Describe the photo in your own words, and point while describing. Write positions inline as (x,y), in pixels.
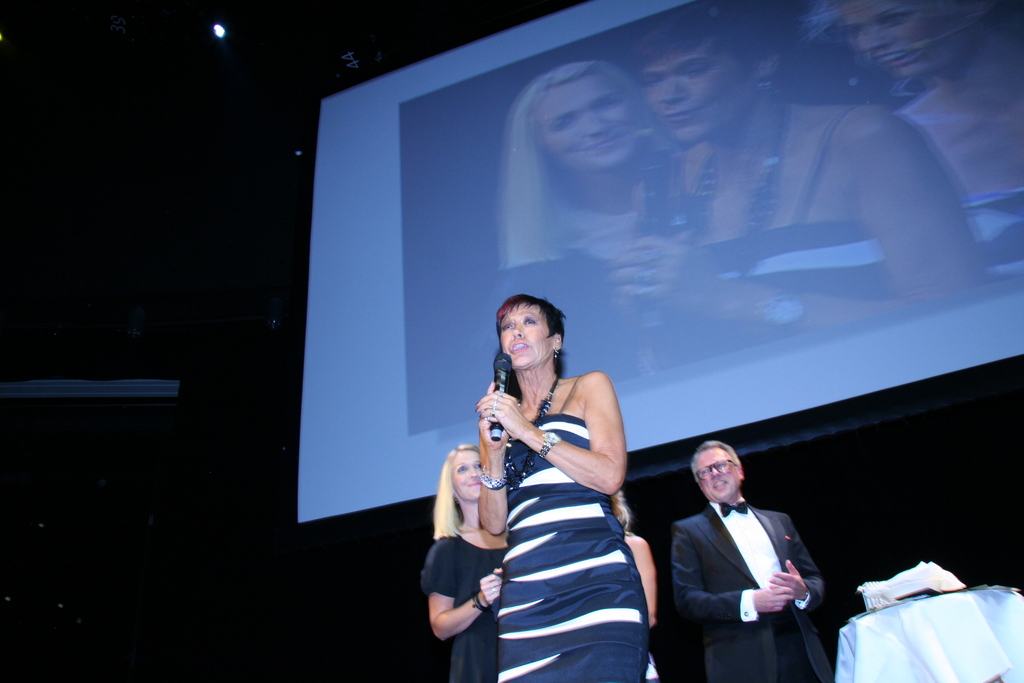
In this image I can see a woman (549,482) is standing and speaking in the microphone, on the right side (733,525) a man (775,582) is standing, he wore a coat (719,561), shirt (740,534). In the middle (353,231) there is a projector screen (627,302).
